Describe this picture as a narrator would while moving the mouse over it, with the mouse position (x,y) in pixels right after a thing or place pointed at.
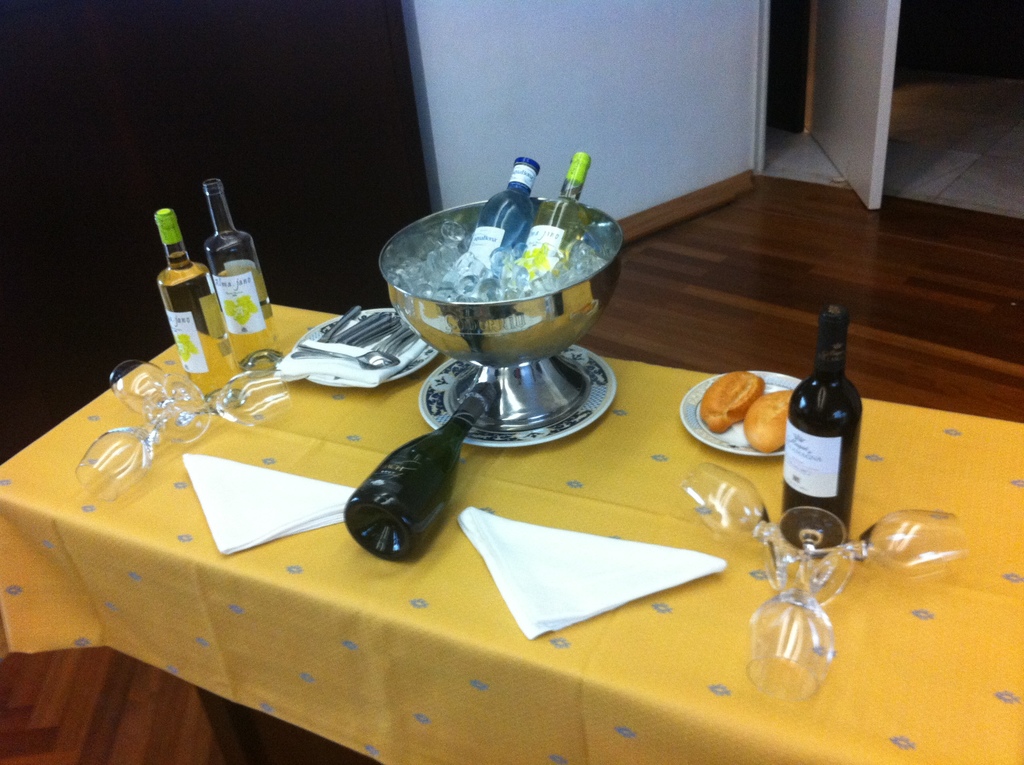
In this image i can see few bottles (439,433), glasses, paper (221,485) and a bowl (429,336) on a table (666,446) at the back ground (653,112) i can see a wall (685,96) and a door (845,81).
